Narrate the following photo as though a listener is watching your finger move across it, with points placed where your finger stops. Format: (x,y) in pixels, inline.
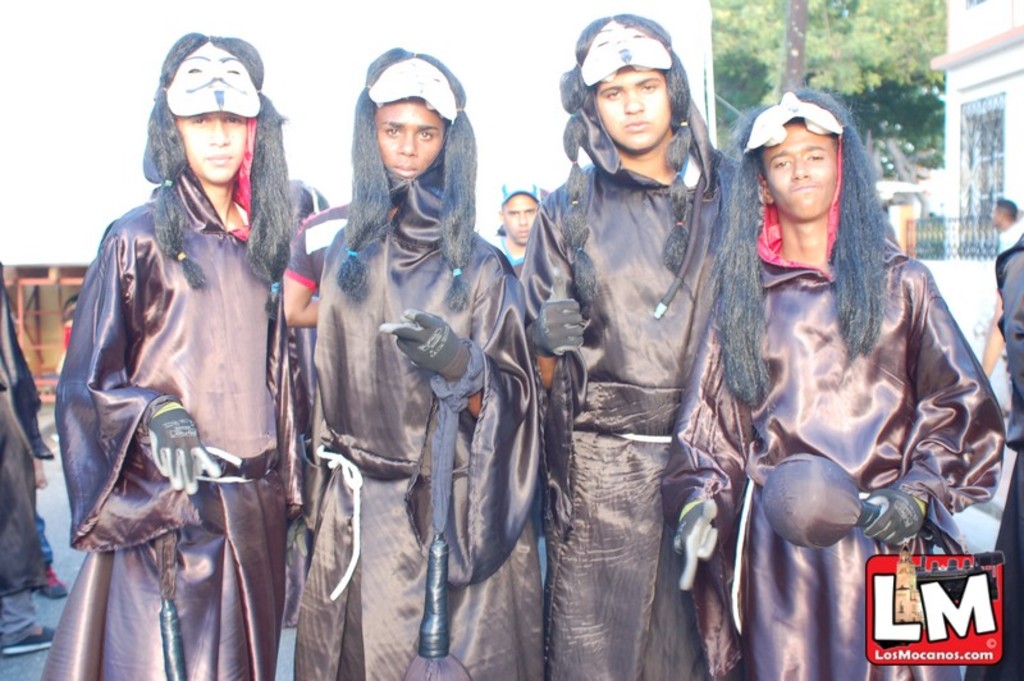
As we can see in the image there are few people (478,529) here and there, white color wall (493,152), building (971,167), gate (947,240) and trees (890,35).
